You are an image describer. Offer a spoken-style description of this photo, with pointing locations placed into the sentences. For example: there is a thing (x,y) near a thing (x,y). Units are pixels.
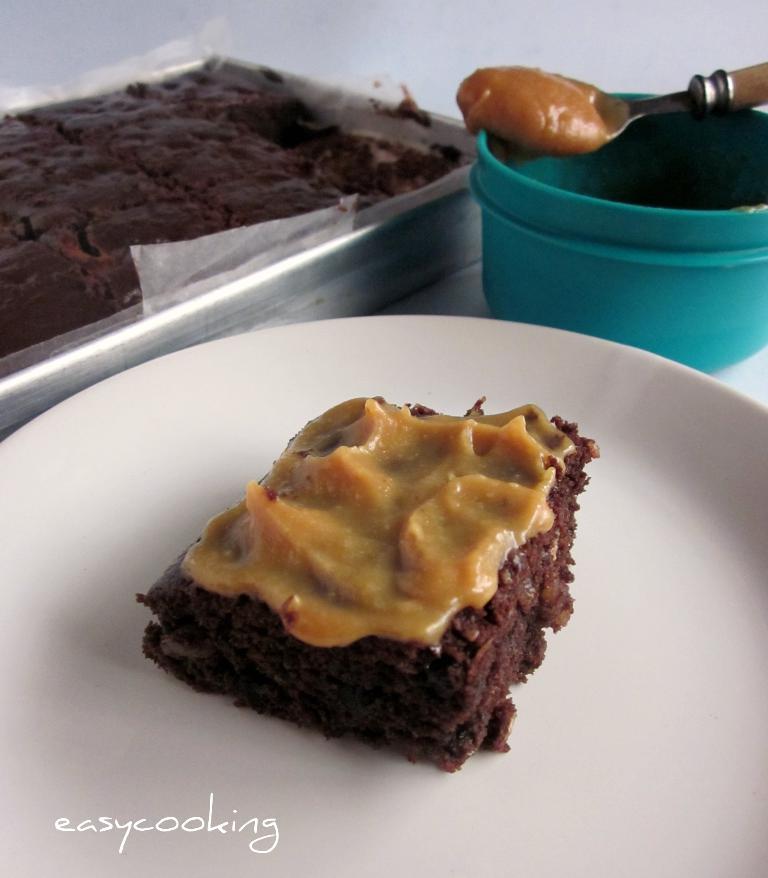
This is a zoomed in picture. In the foreground (636,552) there is a white color platter (146,499) containing some food item (374,571) and we can see there are some food items (395,157) placed on a white color object (767,356) seems to be the table (761,370). In the bottom left corner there is a text (67,829) on the image.
